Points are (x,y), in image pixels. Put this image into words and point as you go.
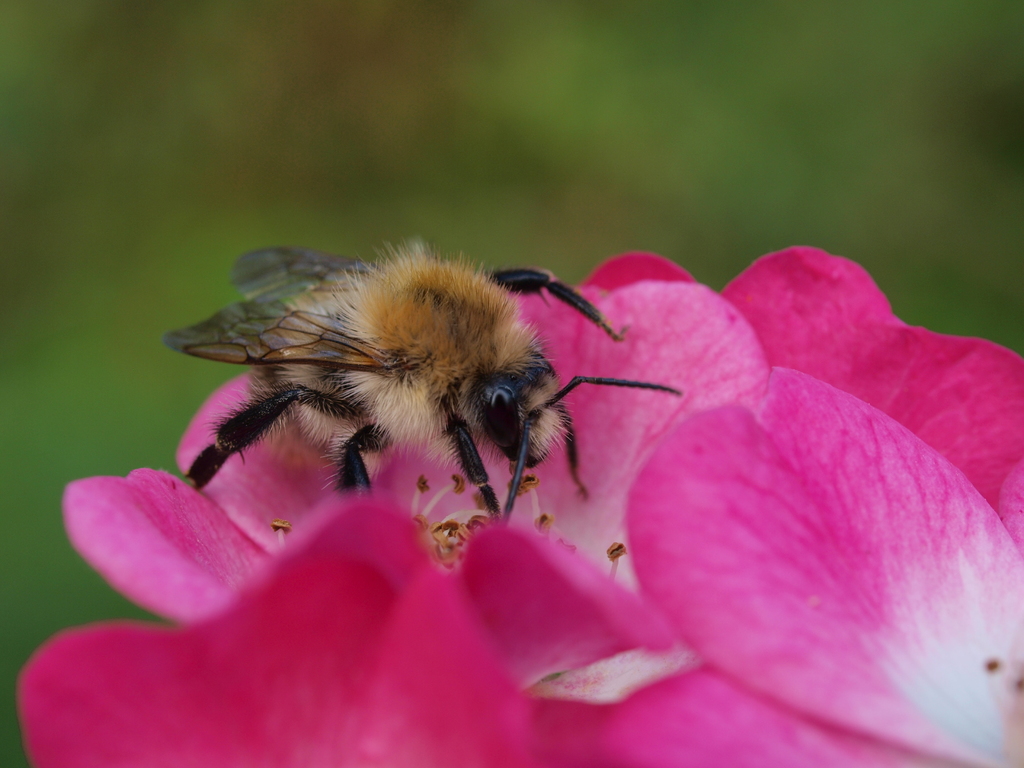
In this image we can see a insect (410,350) on the flower (529,569).
